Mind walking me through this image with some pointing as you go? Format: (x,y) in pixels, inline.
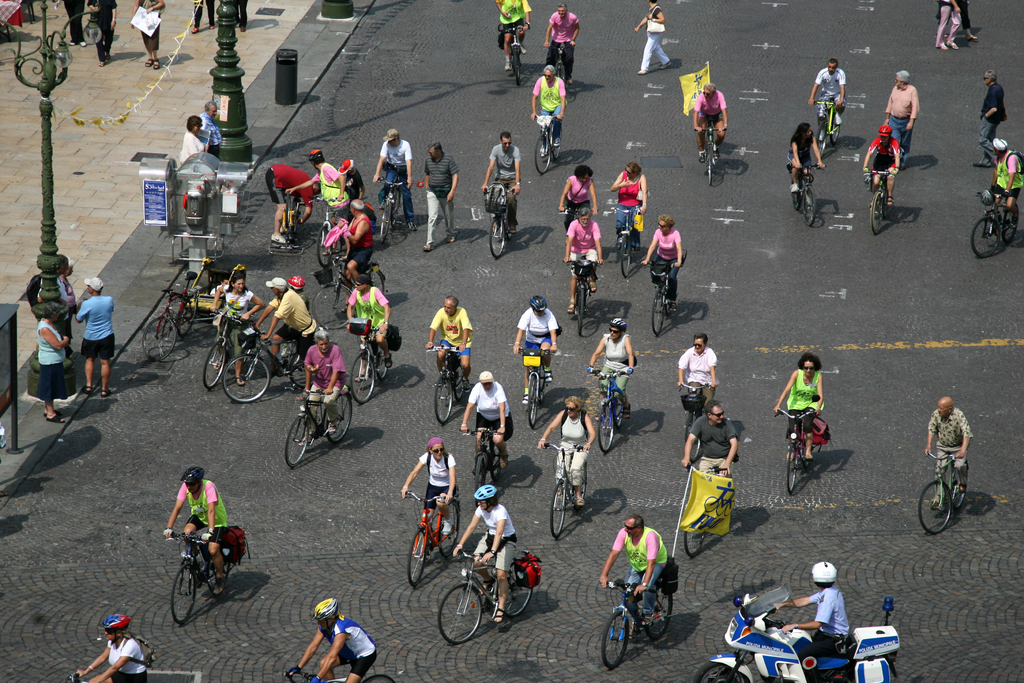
In this image, we can see some people (302,347) riding their bicycles (285,373) and we can see some poles (227,21). There is a walkway (68,170) on the left side (56,86).
